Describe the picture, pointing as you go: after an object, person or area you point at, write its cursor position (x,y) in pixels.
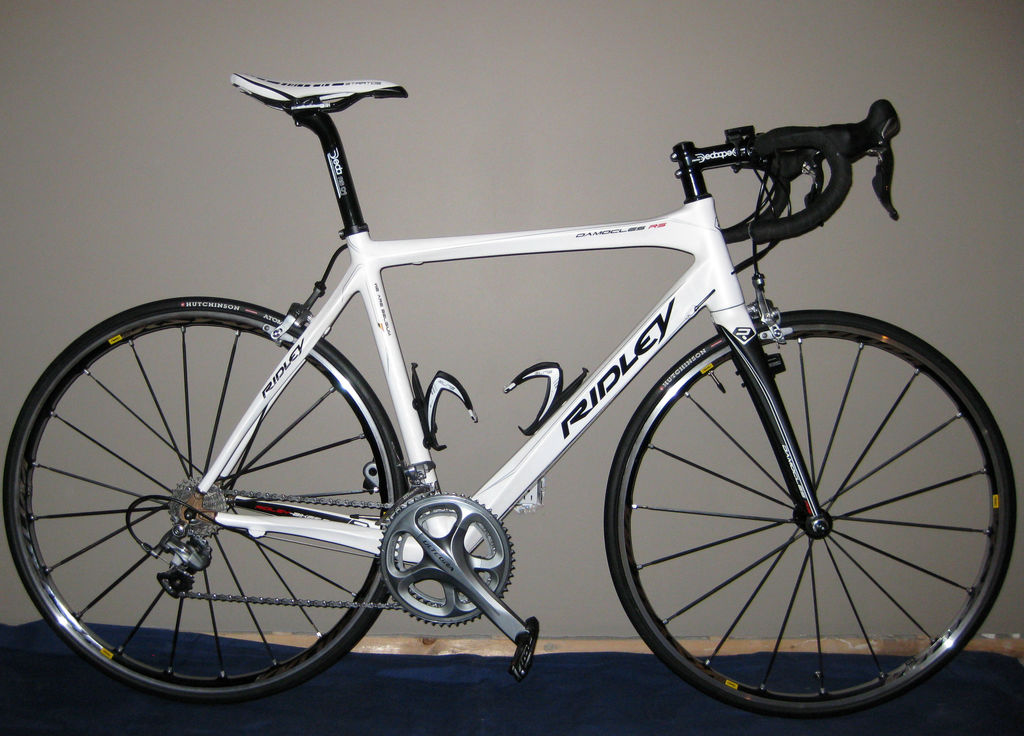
In this image there is a bicycle (371,428) placed on the ground (399,702). In the background (568,162) there is a gray color wall (517,92).
